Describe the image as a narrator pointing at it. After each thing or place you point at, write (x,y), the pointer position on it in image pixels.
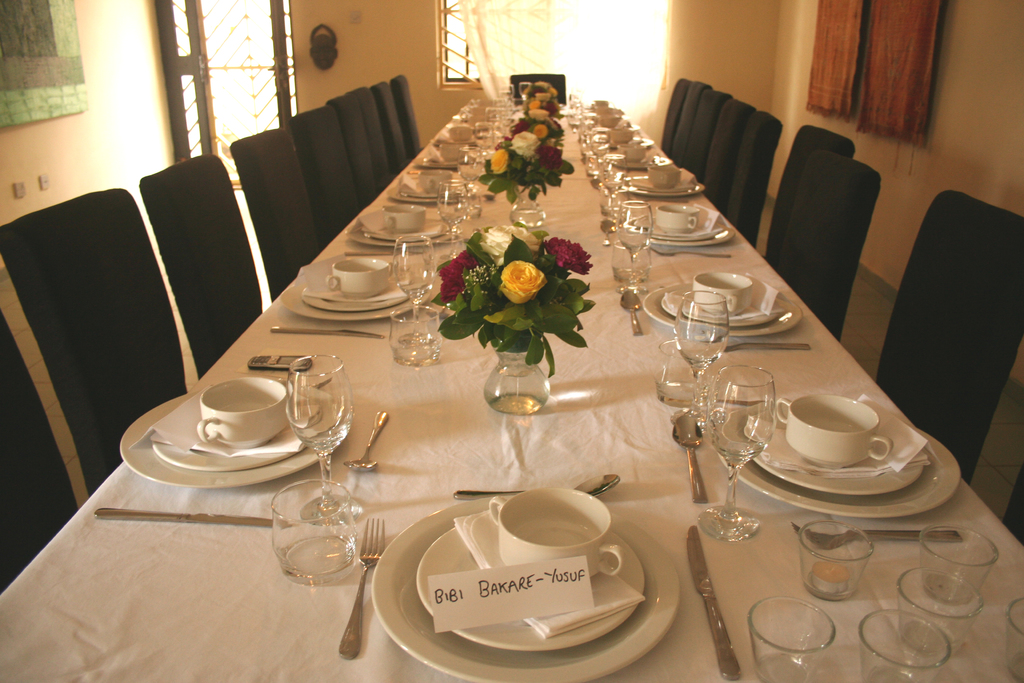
there is a dining table (686,270) near to it there are many chairs (100,452) on the table (295,650) there are many things (470,279).
